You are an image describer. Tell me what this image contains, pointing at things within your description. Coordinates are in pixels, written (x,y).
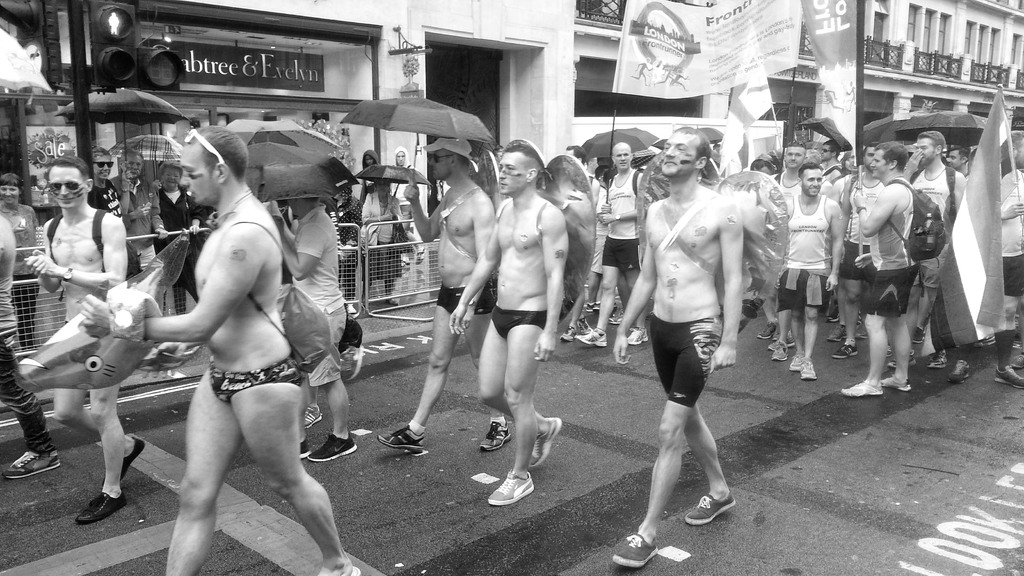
In this black and white picture there are men (899,315) walking on the road (575,478). They are holding umbrellas (321,138) in their hands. To the right (1016,208) there is a person (1022,170) holding a flag (973,181) in his hand (1012,207). Behind them there is a railing (346,262) on the road (556,383). Behind the railing (383,263) there are many people (395,186) standing. In the background (533,41) there are buildings (957,40). To the left (100,75) there is a traffic signal pole (114,52) on the road (377,547).
